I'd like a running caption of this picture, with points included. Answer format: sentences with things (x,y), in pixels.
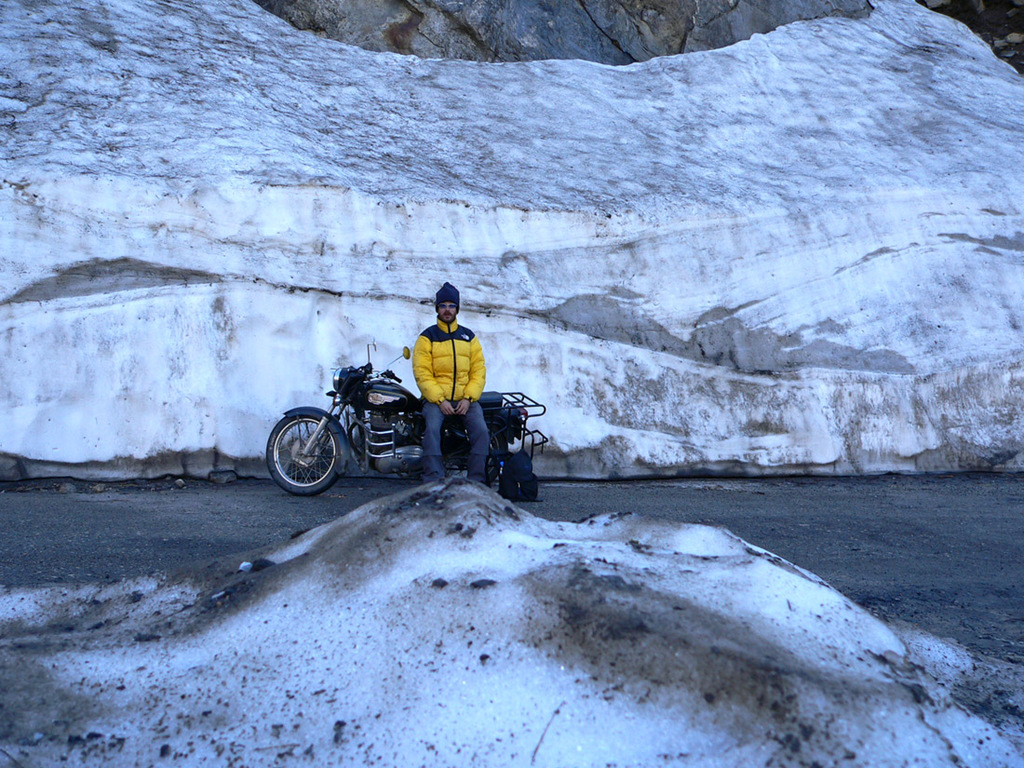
Here we can see snow (272,642). In the background (425,382) there is a man (429,369) sitting on a bike (403,401) on the road (335,486) and there is a bag (512,480) at his legs (437,473) and we can also see a big ice rock (312,229) and an object (319,16).
